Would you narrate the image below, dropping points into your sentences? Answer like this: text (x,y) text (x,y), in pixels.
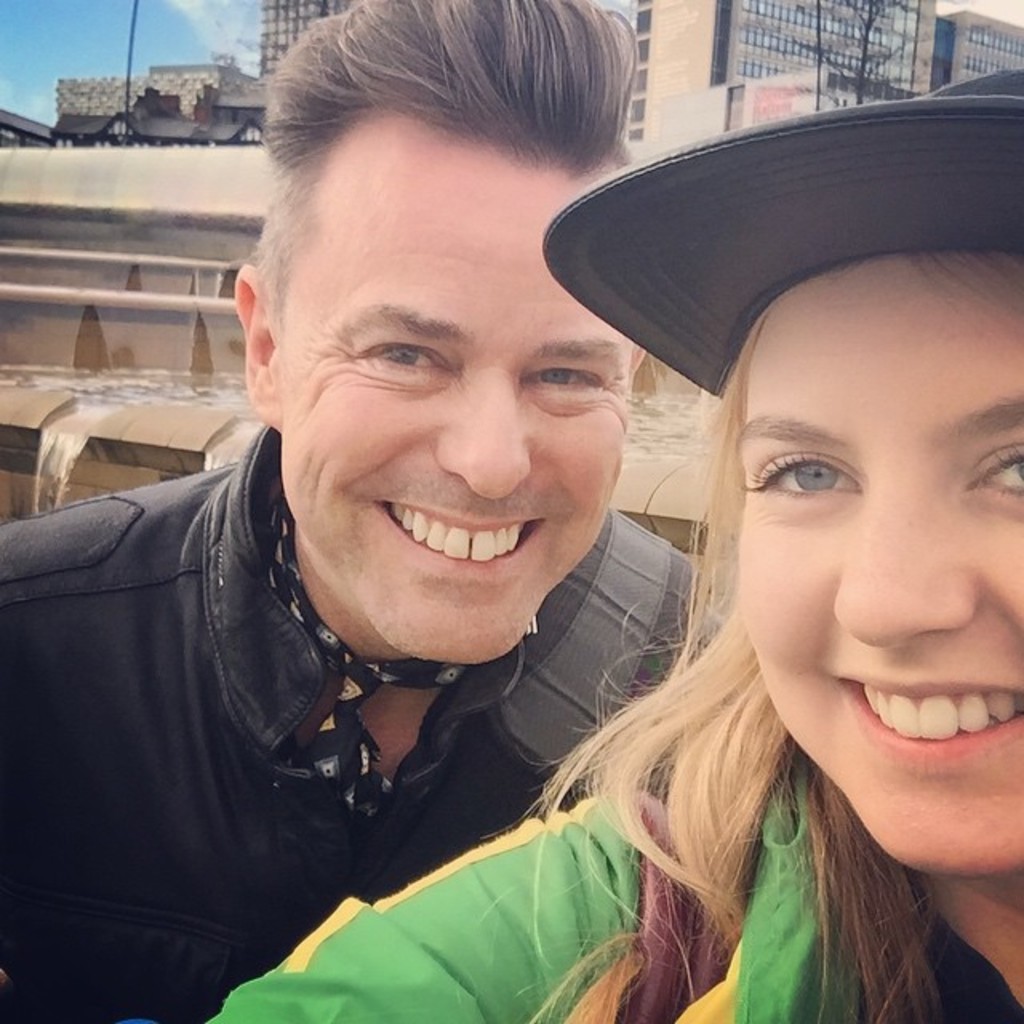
This is the man (447,812) and woman (619,732) smiling. I can see the water (126,382) flowing. In the background (669,15), I can see the buildings (845,39). This looks like a tree (865,24).
